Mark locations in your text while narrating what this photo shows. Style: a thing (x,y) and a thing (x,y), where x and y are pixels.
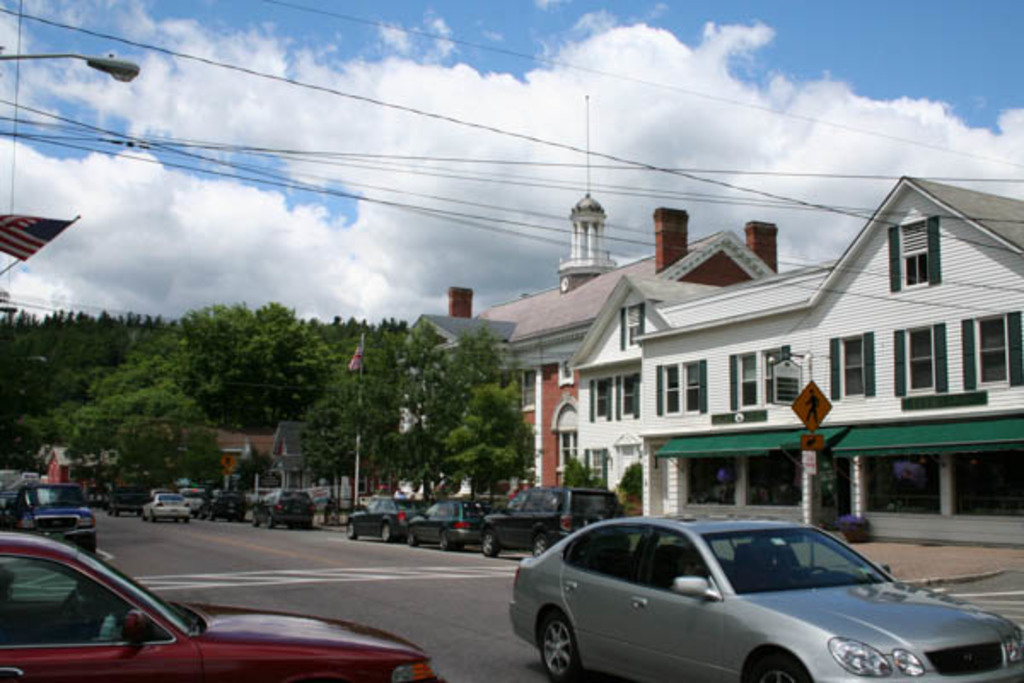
In the center of the image (512,321) we can see the buildings (510,317), trees (114,405) and some vehicles (376,668), flagpoles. In the background of the image (360,352) we can see an electric light pole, flag (59,225) and wires (430,214). At the bottom of the image (373,610) we can see the road (356,613). On the right side of the image (811,487) we can see the pillars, board (813,438). At the top of the image (260,60) we can see the clouds (292,121) are present in the sky (385,299).
